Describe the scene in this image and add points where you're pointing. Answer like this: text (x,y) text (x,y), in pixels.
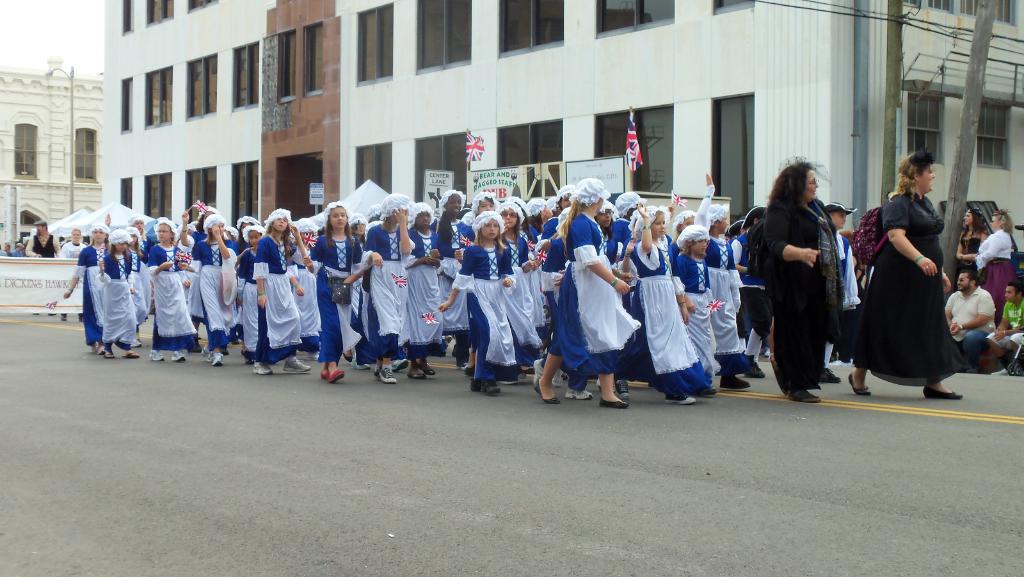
In this image we can see so many girls (489,296) are wearing blue and white color costume (484,293) and walking on the road (674,461). In front of them two ladies (811,290) who are in black color dress (807,291) are there. Background of the image (945,74) buildings (499,96) are present and wooden poles (973,110) are there.
